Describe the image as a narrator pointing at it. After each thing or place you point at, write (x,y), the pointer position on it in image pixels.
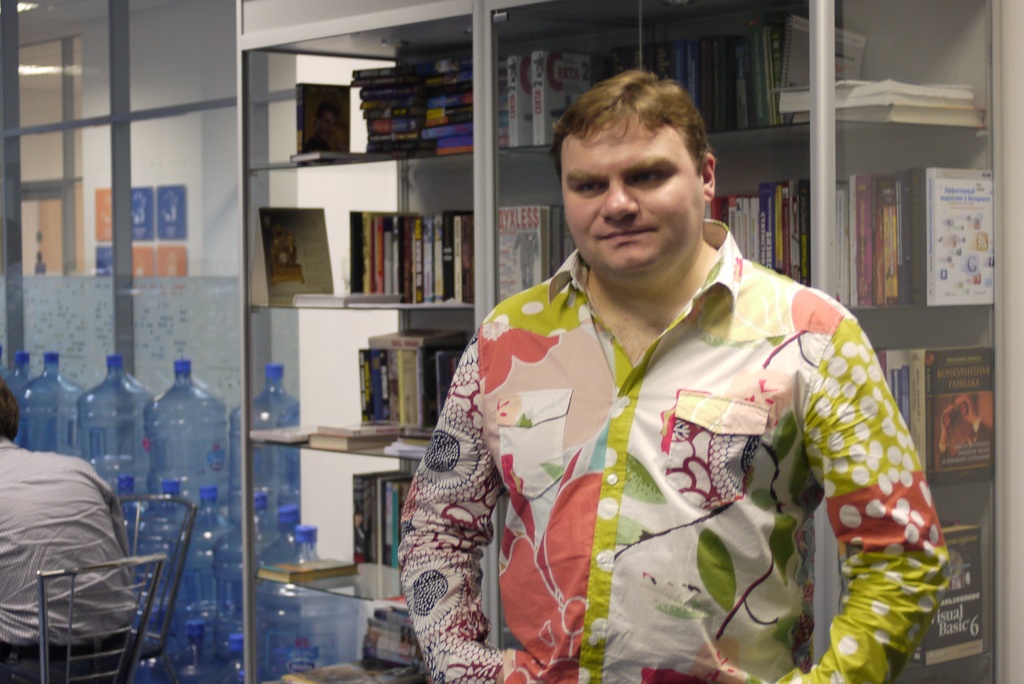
In this image we can see two persons (7,465), one of them is sitting on the chair (97,566), there are books (401,625) on the racks (504,162), there are some water cans (104,442), also we can see some posters (104,260) on the wall (177,126), also we can see the windows (43,184).
